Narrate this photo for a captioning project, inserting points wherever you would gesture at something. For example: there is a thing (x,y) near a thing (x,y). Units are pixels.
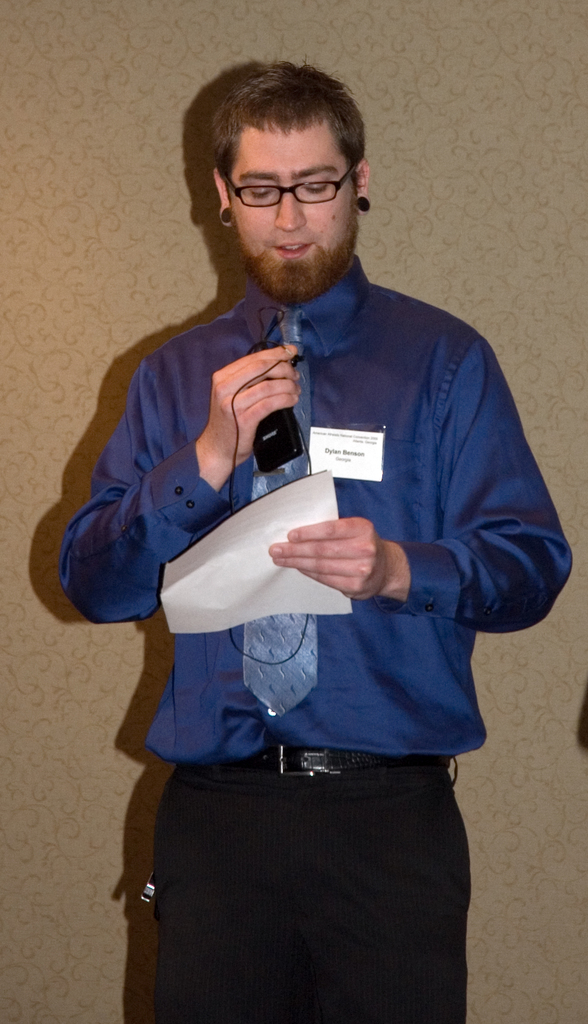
In this image I can see the person (331,961) and the person (347,938) is wearing blue shirt (367,702), black pant (457,809) and holding a paper (297,489) and a microphone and I can see cream color background.
